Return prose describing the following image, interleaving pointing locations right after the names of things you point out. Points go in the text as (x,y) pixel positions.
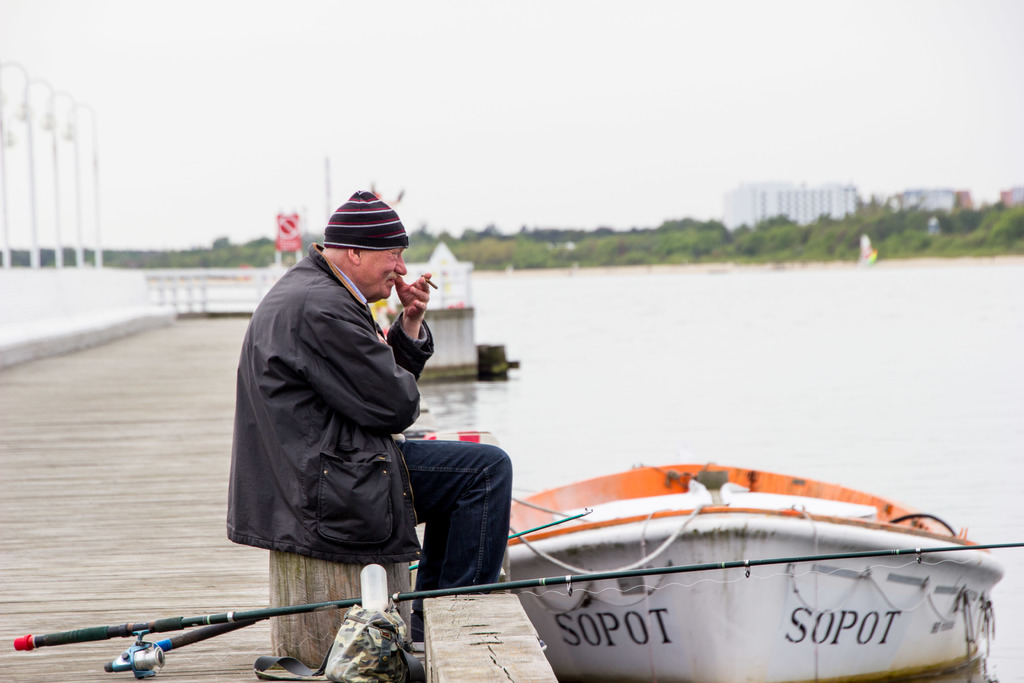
In the picture I can see a person (339,310) wearing black color jacket (339,406) and cap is sitting on the wooden log (306,600) and holding a cigarette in his hands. Here we can see a fishing rod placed on the wooden bridge (548,667). On the right side of the image (736,529) we can see a boat (736,529) is floating on the water (725,377). The background of the image (269,225) is blurred, where we can see a board (283,225), trees (267,243), buildings (790,194) on the right side of the image (928,201) and the plain sky (687,160) in the background (439,153).
